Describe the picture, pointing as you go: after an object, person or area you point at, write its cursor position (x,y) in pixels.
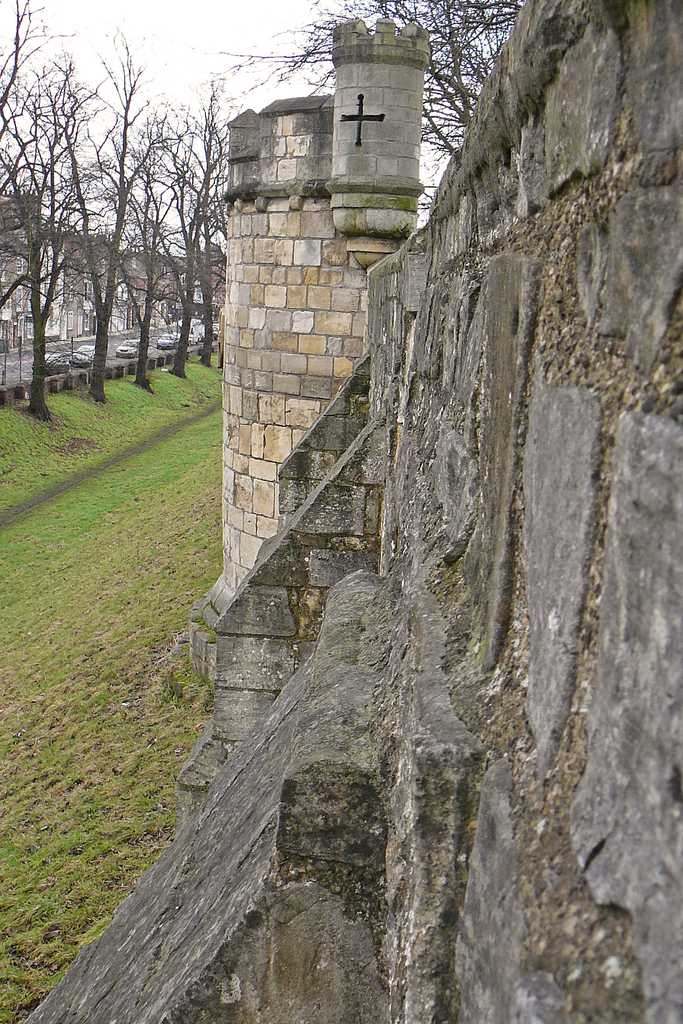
We can see there is a wall (506,459) on the right side of this image (461,390), and there are some trees (194,246) in the background (149,250). There are some cars (167,339) on the road (112,336) is on the left side of this image (80,358) and there is a grassy land (173,504) at the bottom of this image (89,739).
